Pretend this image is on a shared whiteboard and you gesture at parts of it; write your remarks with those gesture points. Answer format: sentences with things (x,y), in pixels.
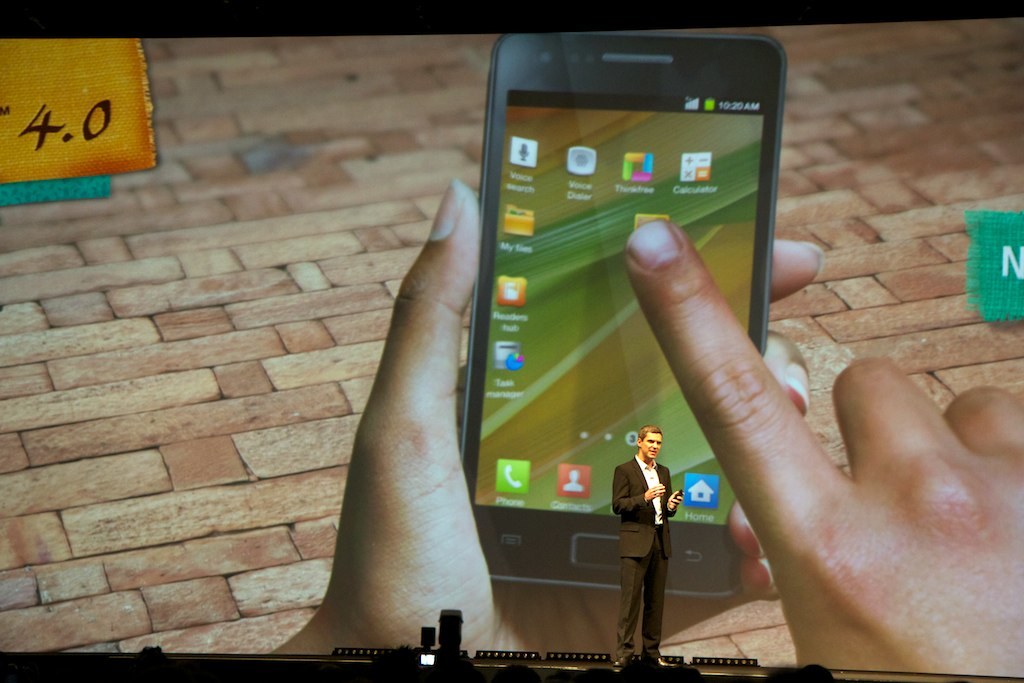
In this picture I can observe a person (647,552) standing on the stage (534,663). He is wearing a coat (650,517). Behind him there is a screen (332,365) in which there is a person (380,587) holding a mobile phone (536,365) in their hands (344,560). In the background (98,518) there is a wall (350,192) which is in brown color.
